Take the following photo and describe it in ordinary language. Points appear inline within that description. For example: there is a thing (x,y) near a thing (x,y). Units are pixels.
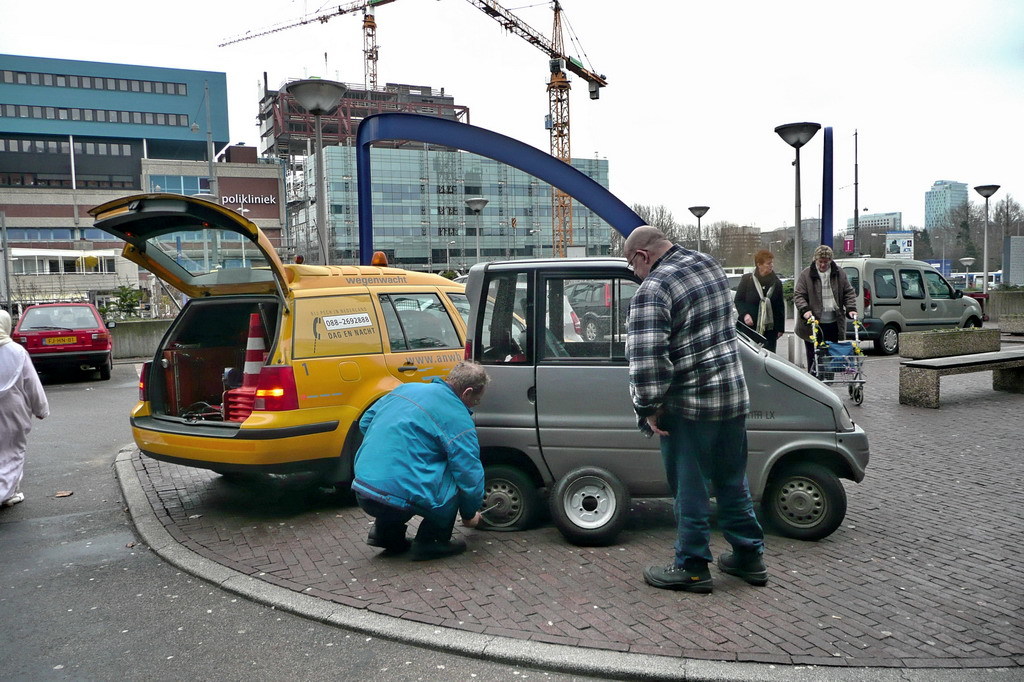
In this picture we can see group of people (401,413) and few vehicles (332,395), in the middle of the image (433,418) we can see a man (435,427), he is trying to change the car wheel (527,480), in the background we can see few buildings (199,92), poles (796,223), trees (933,250), hoardings (888,245) and cranes (365,38), and also we can see lights (794,145).
